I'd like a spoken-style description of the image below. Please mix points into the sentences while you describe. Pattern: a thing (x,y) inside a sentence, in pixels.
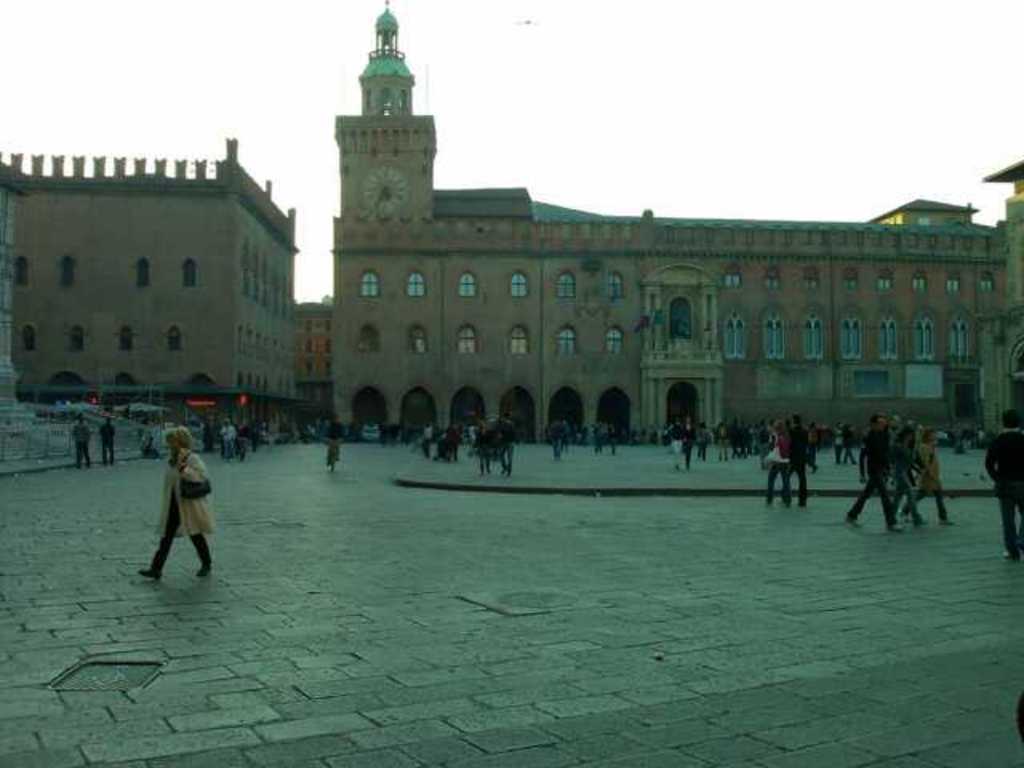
In this image there is a building (639,310) in the middle (590,316). In front of the building (397,311) there are so many people (692,436) who are walking on the floor (285,614). At the top (608,35) there is the sky (641,20). There is a wall clock (403,192) to the building (347,201) and there are so many windows (618,344) in the building (837,301).
